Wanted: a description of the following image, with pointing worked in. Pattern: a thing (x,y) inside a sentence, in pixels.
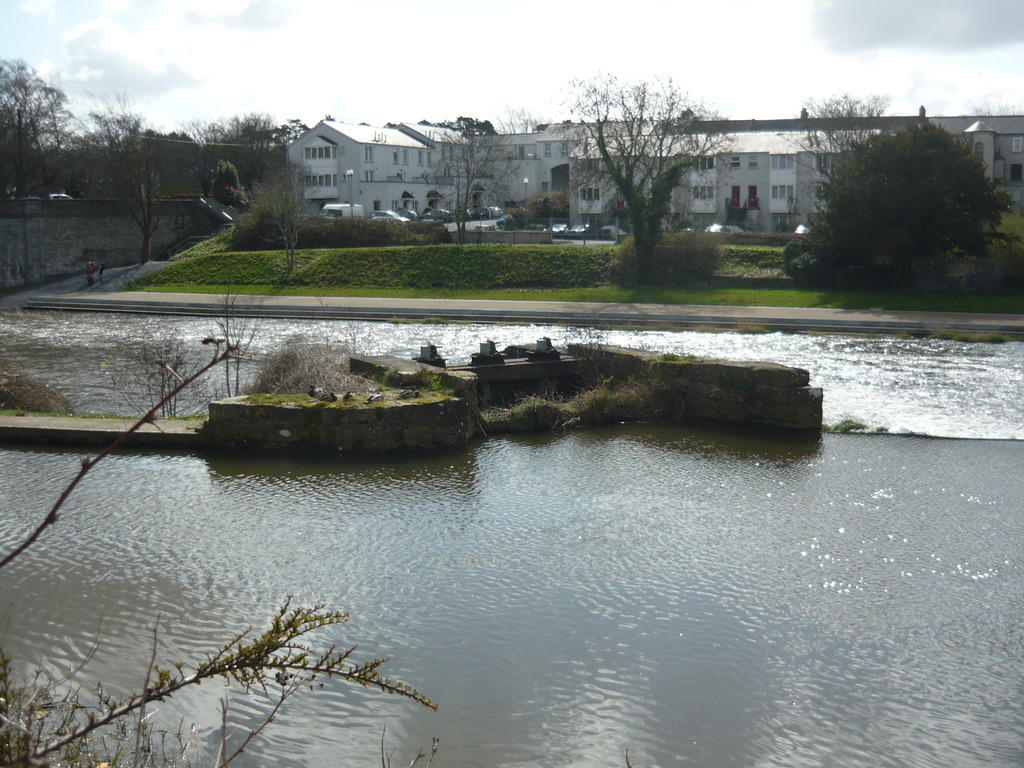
In this image I see the water (818,514) over here and I see the plants (422,747). In the background (673,177) I see the bushes (670,243) and number of trees (261,151) and I see the wall (119,229) over here and I see the buildings (572,168) and few vehicles (406,218) over here and I see the sky (372,114).
